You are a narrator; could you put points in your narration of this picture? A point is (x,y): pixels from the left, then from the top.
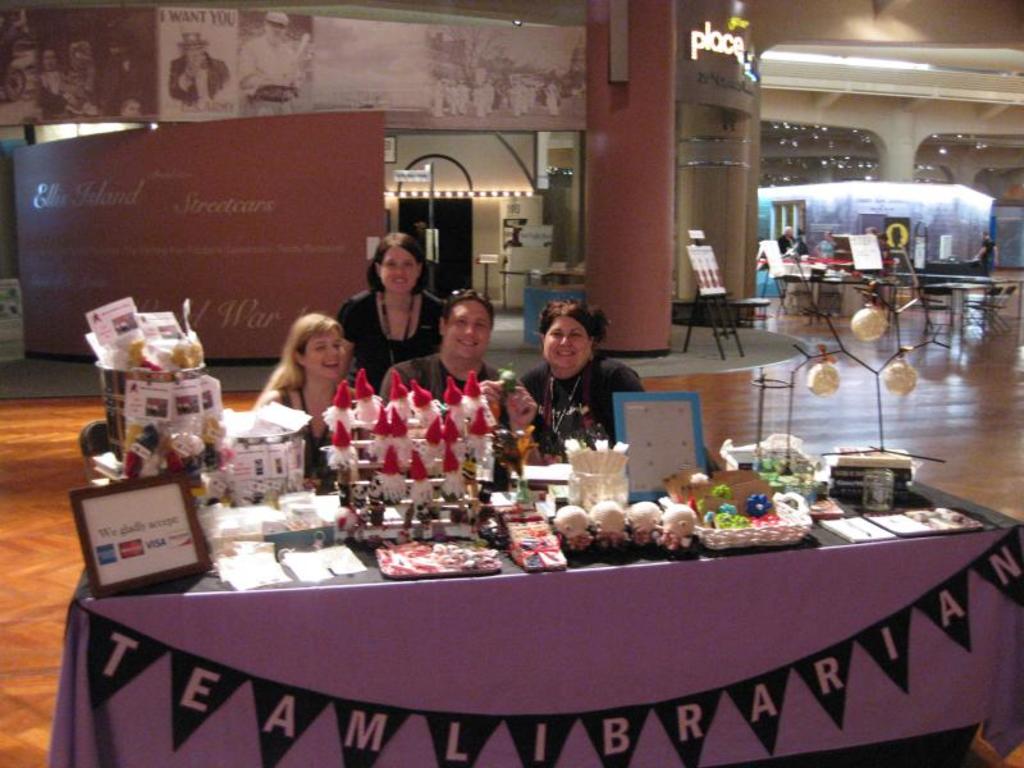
In this picture there are four people (561,356) near a table (493,572) which is written as TEAM LIBRARIAN. In the background (986,270) we observe a empty tables (966,287) and a decorated wall (204,215).
